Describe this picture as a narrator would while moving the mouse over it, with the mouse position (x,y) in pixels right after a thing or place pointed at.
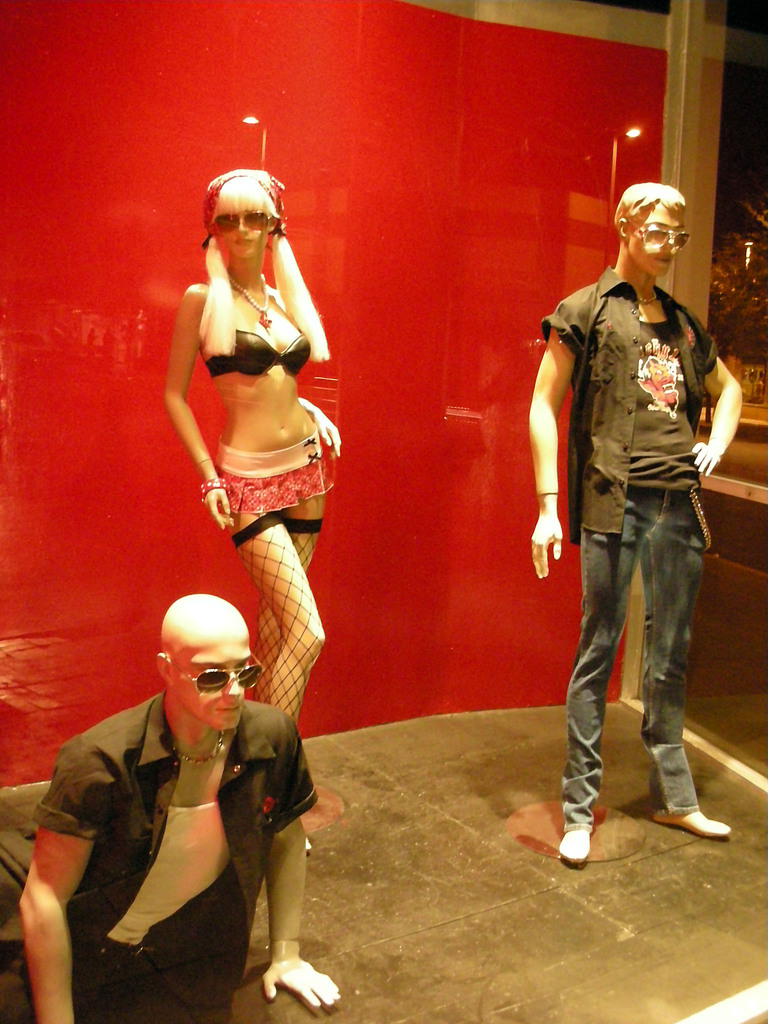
In this image there are three mannequins (546,389), in the background (383,425) there is a red sheet (73,676).
